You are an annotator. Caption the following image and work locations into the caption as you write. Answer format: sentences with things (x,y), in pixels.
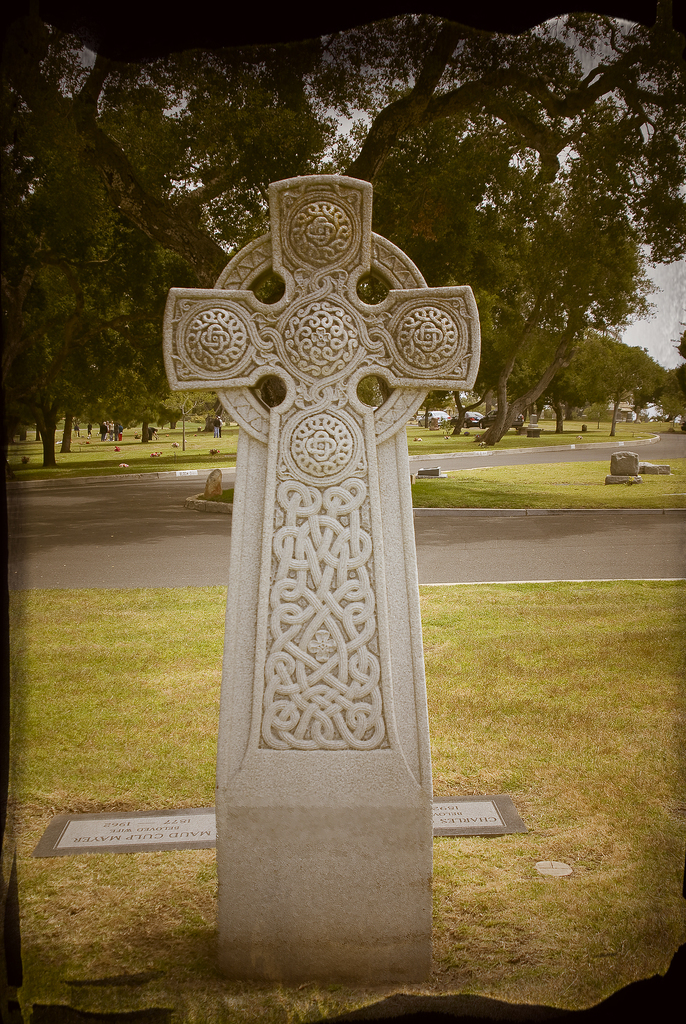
In the front of the image (354,758) I can see a memorial stone (229,293). In the background of the image (503,772) there is a board (464,812), grass (205,778), road (672,561), stones (662,470), trees (677,396) and sky (652,316).
